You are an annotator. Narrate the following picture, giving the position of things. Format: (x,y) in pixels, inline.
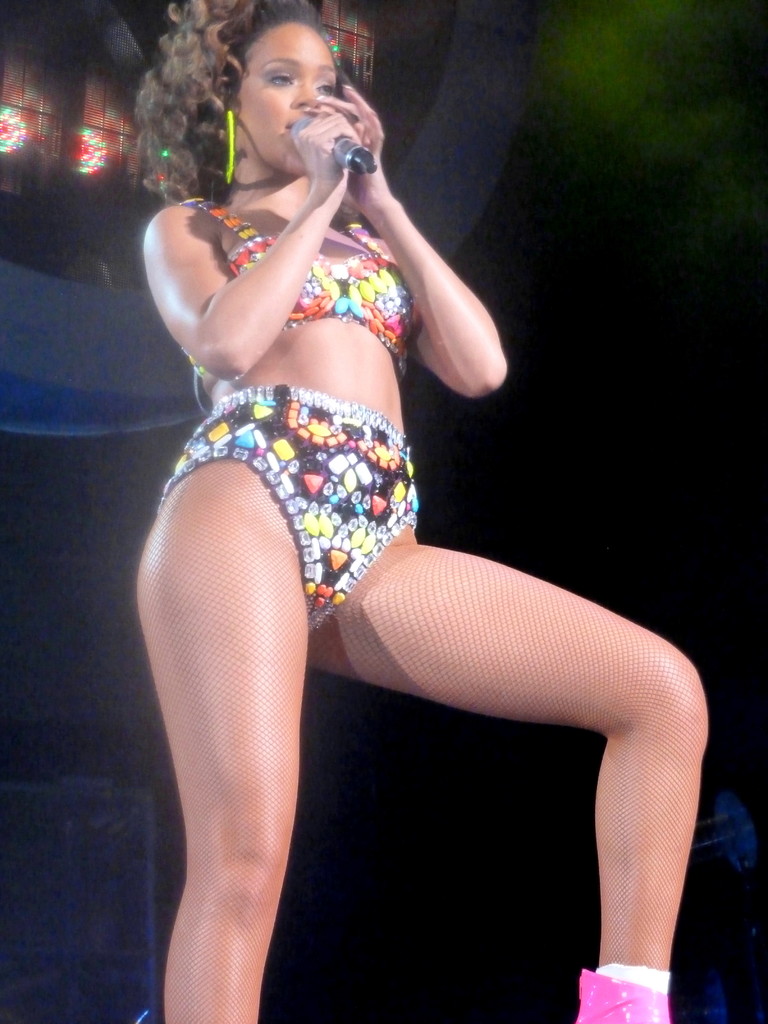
In this image we can see a woman (300,478) wearing a dress (346,544) is holding a microphone (361,160) in her hands (333,157). In the background (16,100), we can see group of lights (83,156).
